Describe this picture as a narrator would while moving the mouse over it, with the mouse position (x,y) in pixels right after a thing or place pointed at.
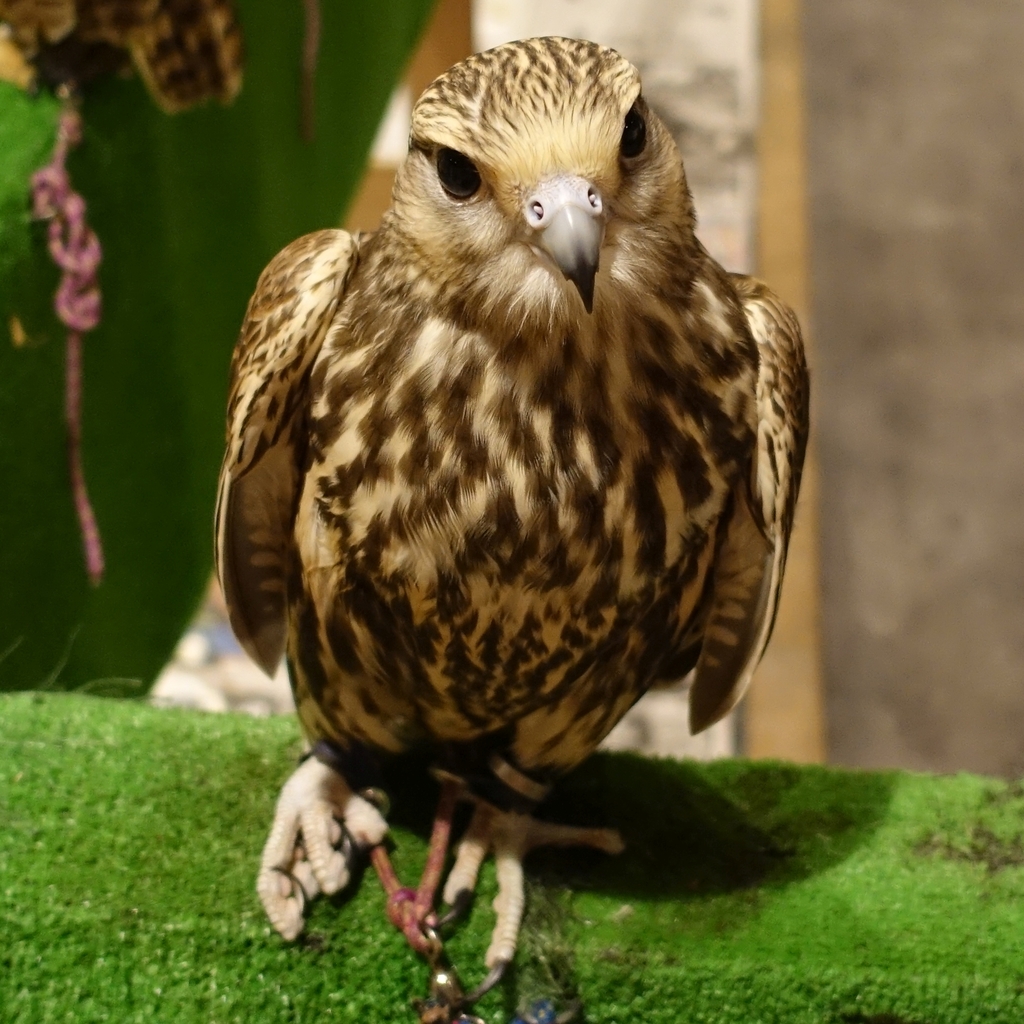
In this image I can see the bird (641,564) in brown and cream color and it is on the green surface (871,879). Background (296,62) is blurred.
